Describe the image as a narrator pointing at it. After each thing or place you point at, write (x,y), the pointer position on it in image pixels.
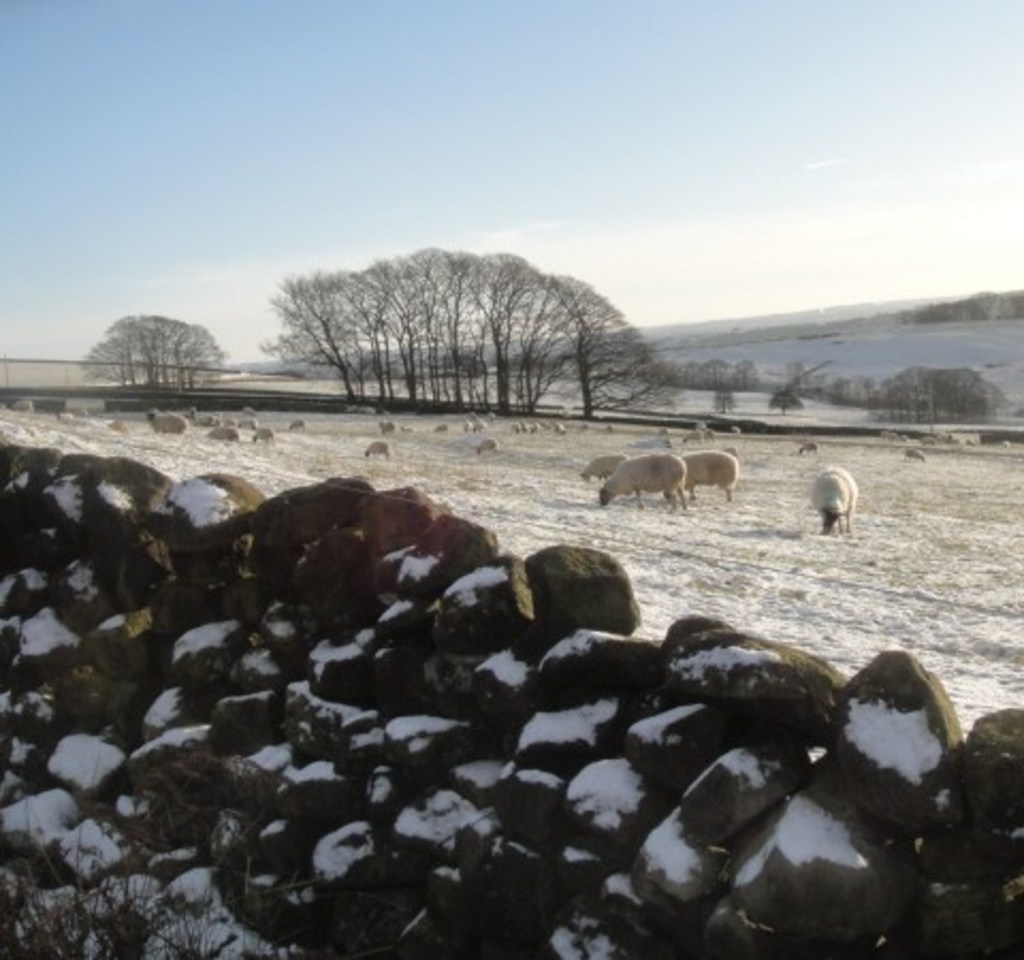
In the image there is a stone wall (506,586) in the front (974,778) with snow (805,858) on it and behind there are many sheep (836,491) grazing grass (672,557) on the snow land (859,597) followed by trees (355,376) behind it along with a hill (925,322) on the right side (948,334) and above its sky (531,135).
